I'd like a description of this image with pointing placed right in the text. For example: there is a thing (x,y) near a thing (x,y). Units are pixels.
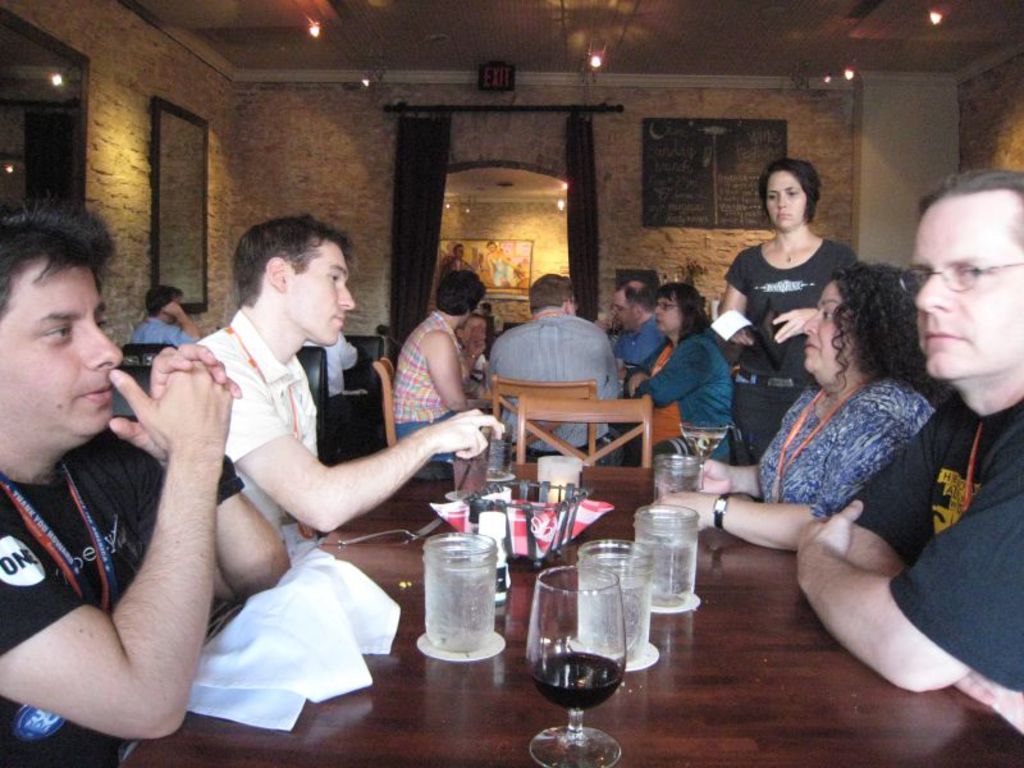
In this image I can see people (654,316) where one woman (813,310) is standing and rest all are sitting on chairs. I can also see a table (721,644) and on this table (441,690) I can see few glasses (542,583). In the background (652,212) I can see a board (763,127) and few curtains (574,157).
